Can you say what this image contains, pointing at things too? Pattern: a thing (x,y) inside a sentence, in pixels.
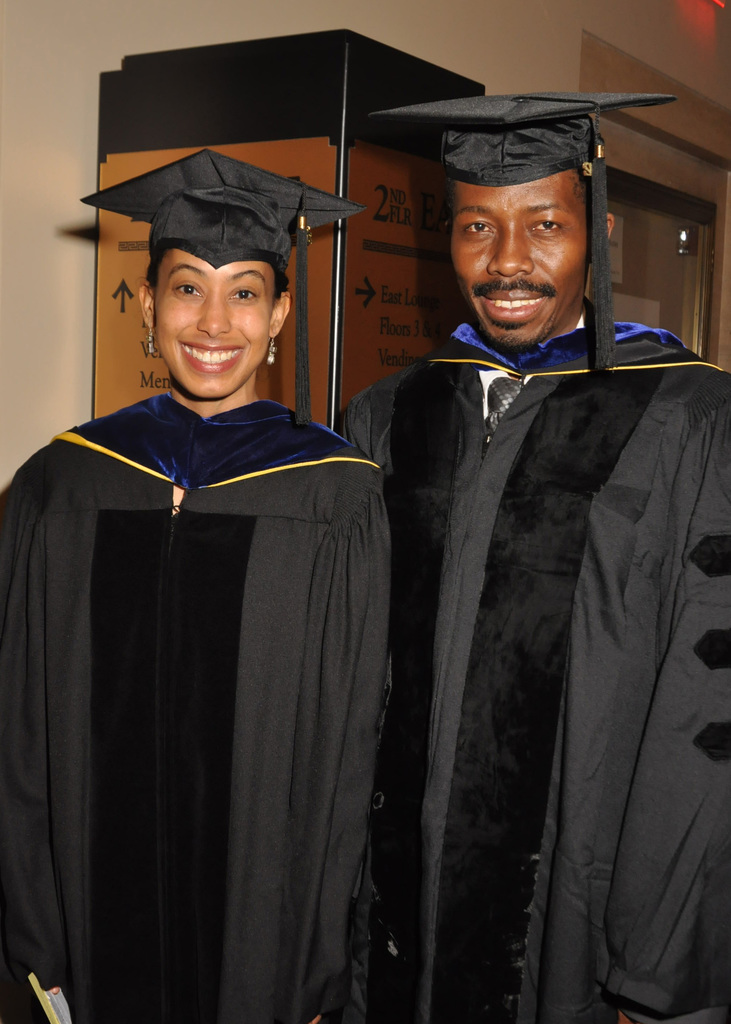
In this picture there is a man (420,693) and woman (324,671) standing in front (316,839) wearing black color convocation dress (399,664), smiling and giving a pose to the camera. Behind there is a brown cardboard (414,269) and white wall (57,256).
